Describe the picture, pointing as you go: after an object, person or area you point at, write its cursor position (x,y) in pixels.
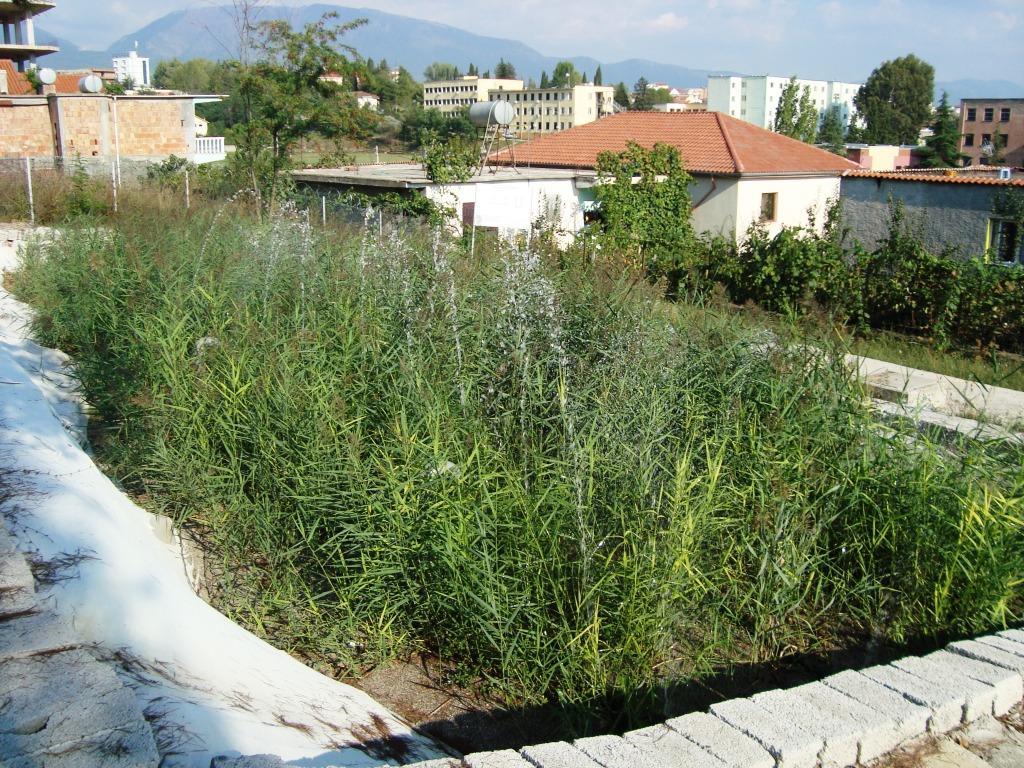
In this picture we can see few plants (802,588), bricks (935,723) and trees (285,114), in the background (442,56) we can find few buildings (940,219) and hills (458,45).
